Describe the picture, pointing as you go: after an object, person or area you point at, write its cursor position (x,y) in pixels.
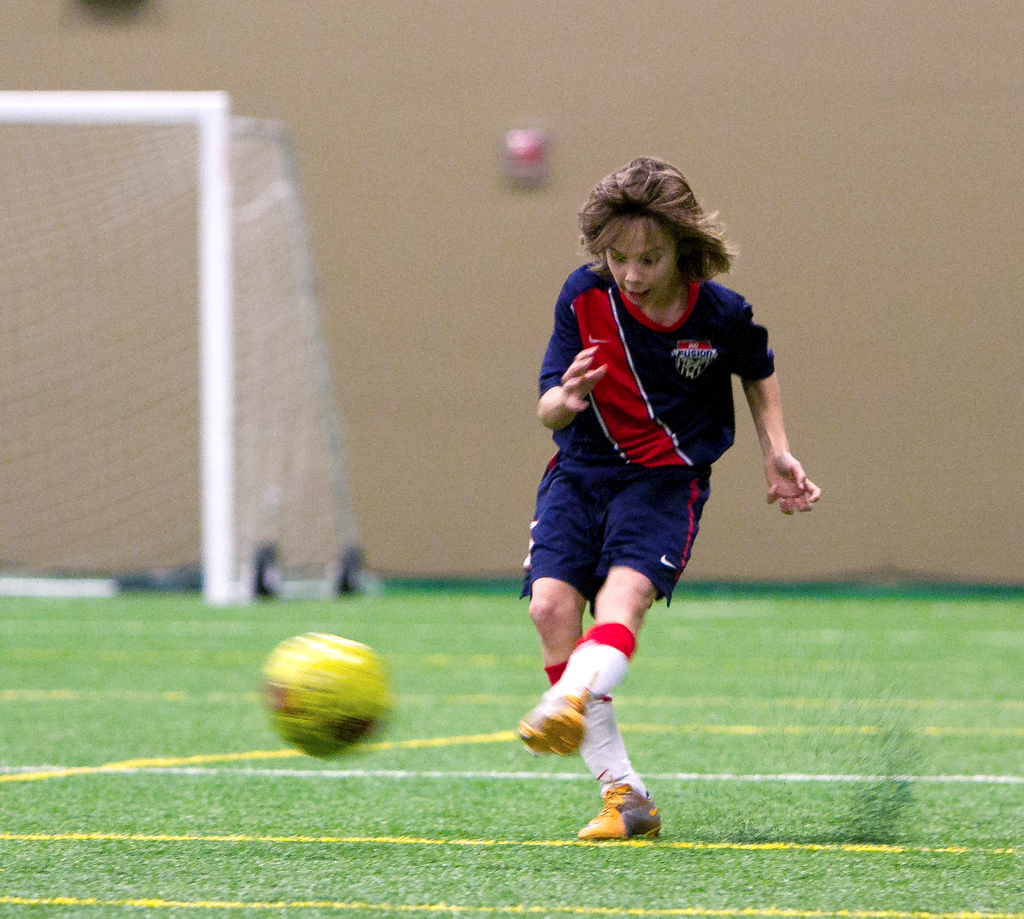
In this image there is a person (540,612) playing foot ball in the ground (417,835), behind him there is a goalkeeper pole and net (73,506).
